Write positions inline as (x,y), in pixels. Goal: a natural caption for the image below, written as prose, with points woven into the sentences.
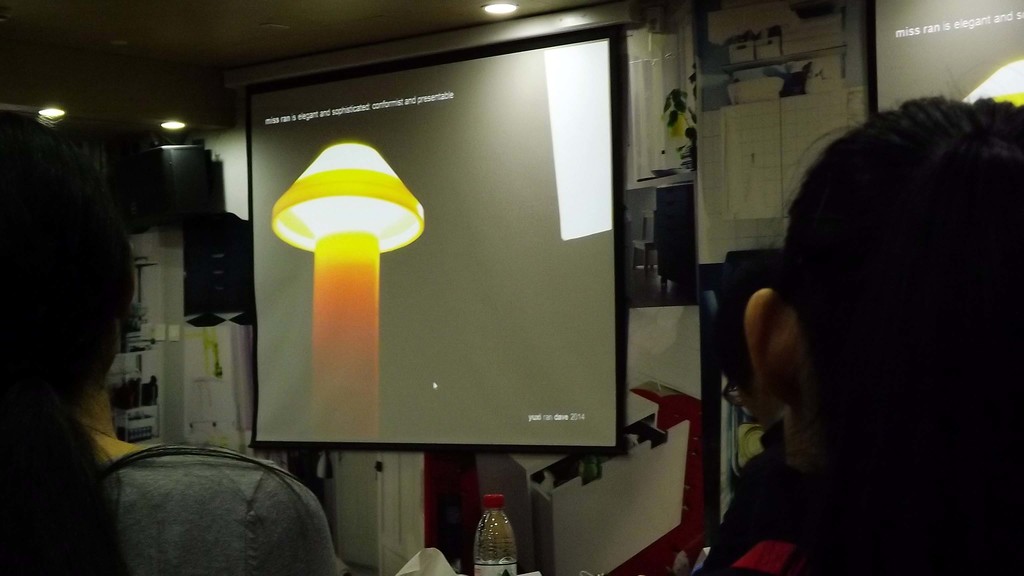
In this picture there is a white color projector screen (351,368). In the front (760,498) there are two girls (235,509) sitting and watching. Behind there are some poster (716,168) and paper (731,158) stick on the wall (727,227). On the left side (218,311) there is a black color box (170,169) and above on the ceiling (156,100) there is a spotlights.
